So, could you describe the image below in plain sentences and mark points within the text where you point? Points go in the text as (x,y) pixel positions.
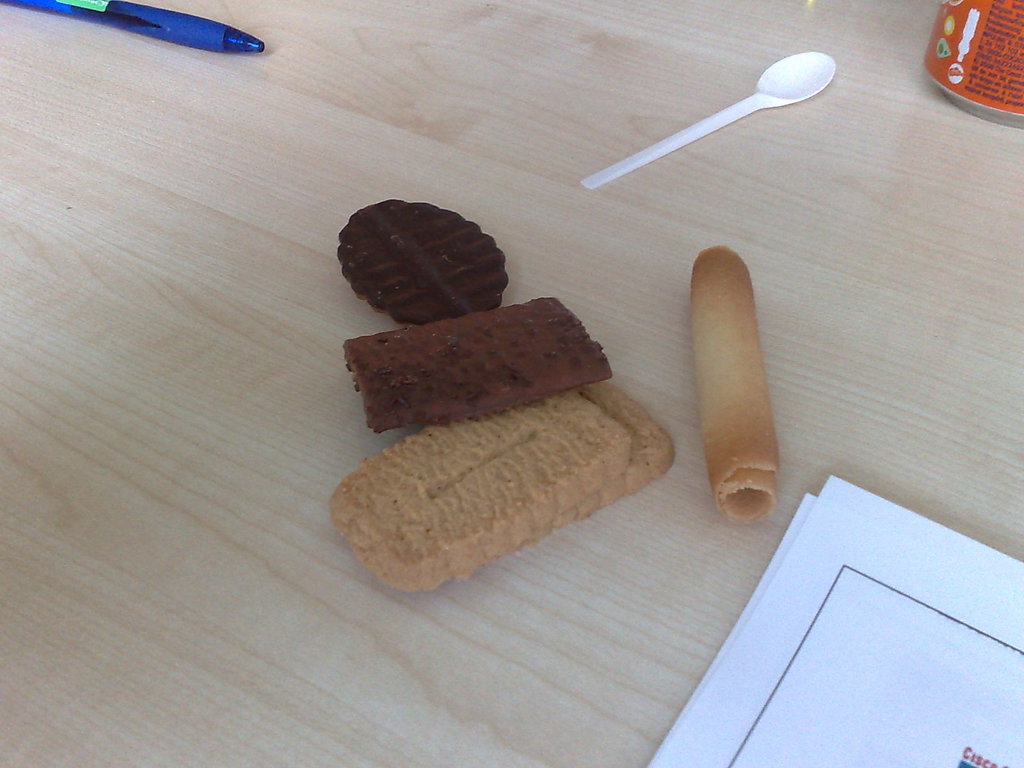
In this picture there are some biscuits (516,352) on the table (174,342), in the right corner (920,578) there are some papers (863,657) and a tin (980,49) and a spoon (775,93) on the table (672,126) and a pen (116,20) in the left corner of the picture (112,19).
